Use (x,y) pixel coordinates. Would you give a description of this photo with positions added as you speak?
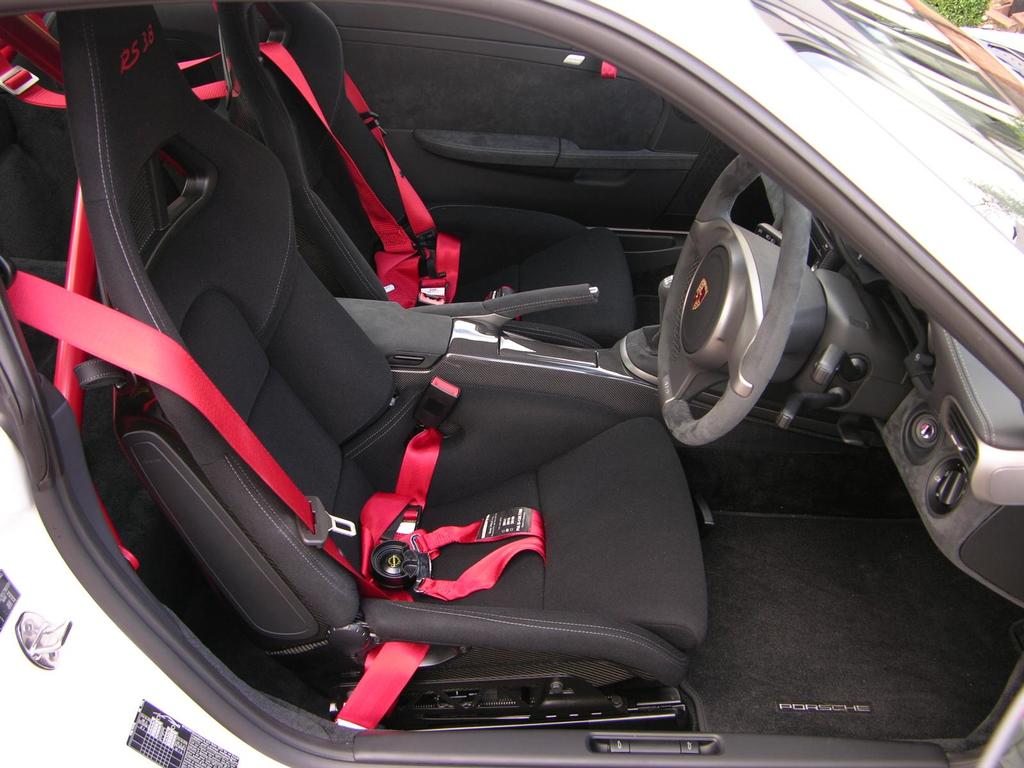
This image is an inside view of a car (580,465).
